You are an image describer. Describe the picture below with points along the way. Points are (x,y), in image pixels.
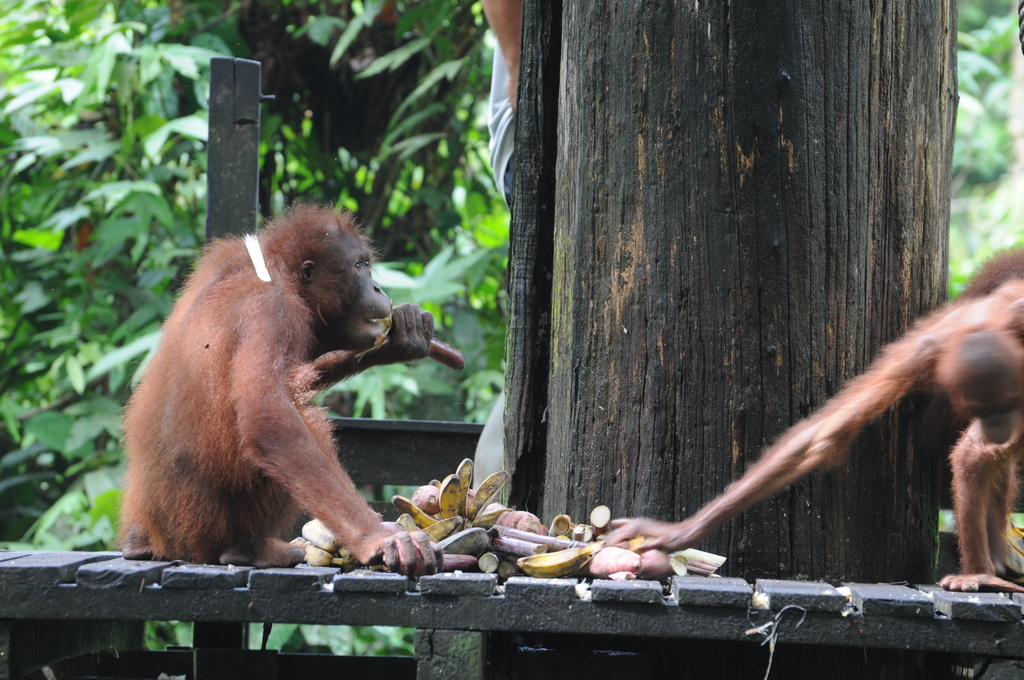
In this image in front (998,410) there are two monkeys (987,386) on the platform (624,609). There are bananas (451,490) and a few other fruits (539,547). In the background of the image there are trees (0,96). In the center of the image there is a person (508,152).
